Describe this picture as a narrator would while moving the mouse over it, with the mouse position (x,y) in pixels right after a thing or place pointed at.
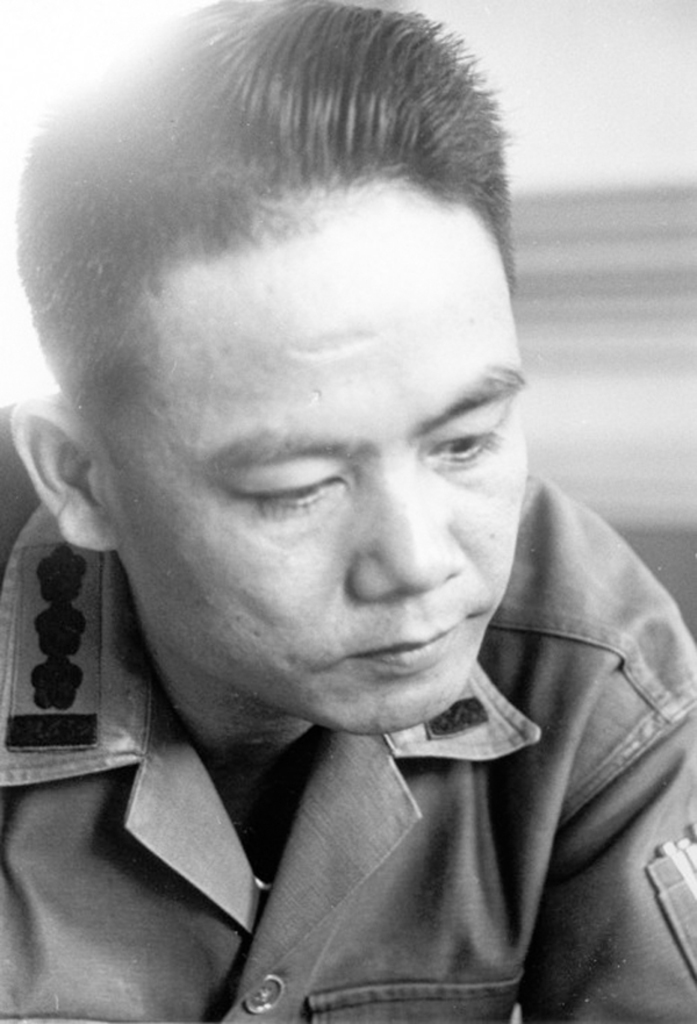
It is a black and white image of a person (305,551) wearing a shirt (374,878).
